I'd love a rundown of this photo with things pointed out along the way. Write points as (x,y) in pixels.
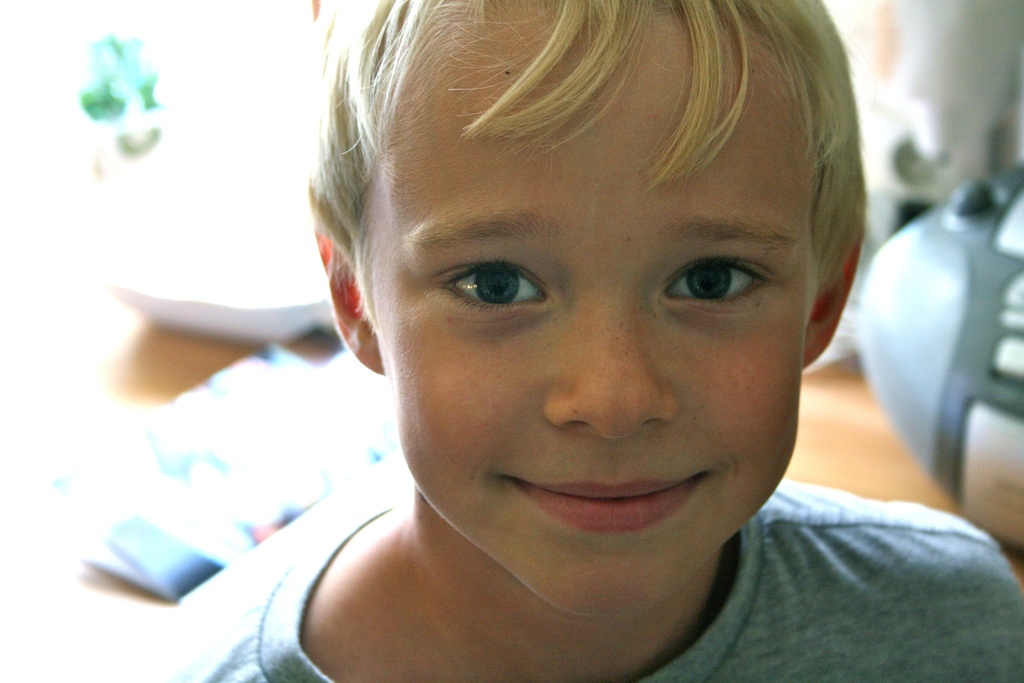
In the foreground of the picture (547,471) there is a boy (574,589), he smiling. The background (185,99) is not clear.
